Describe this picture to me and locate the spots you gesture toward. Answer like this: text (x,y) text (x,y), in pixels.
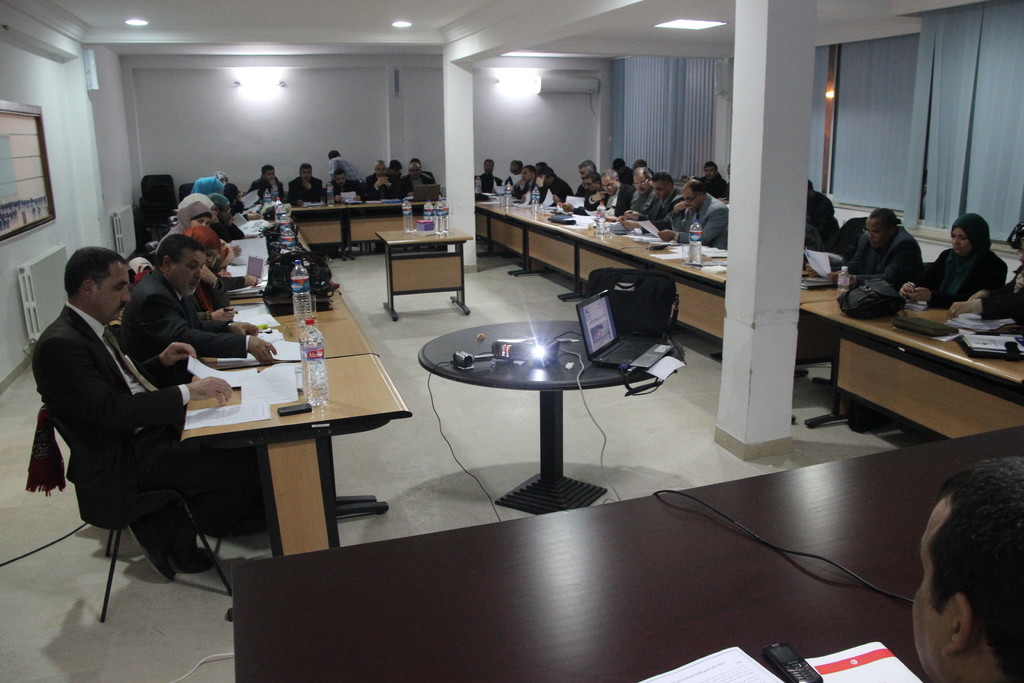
I can see in this image a group of people (621,180) are sitting on a chair (148,488) in front of a table (871,381). On the table (284,419) we have few bottles (308,321), laptop (602,330) and other objects (281,357) on it. I can see there is a white color wall (254,126) and curtains (850,134).
